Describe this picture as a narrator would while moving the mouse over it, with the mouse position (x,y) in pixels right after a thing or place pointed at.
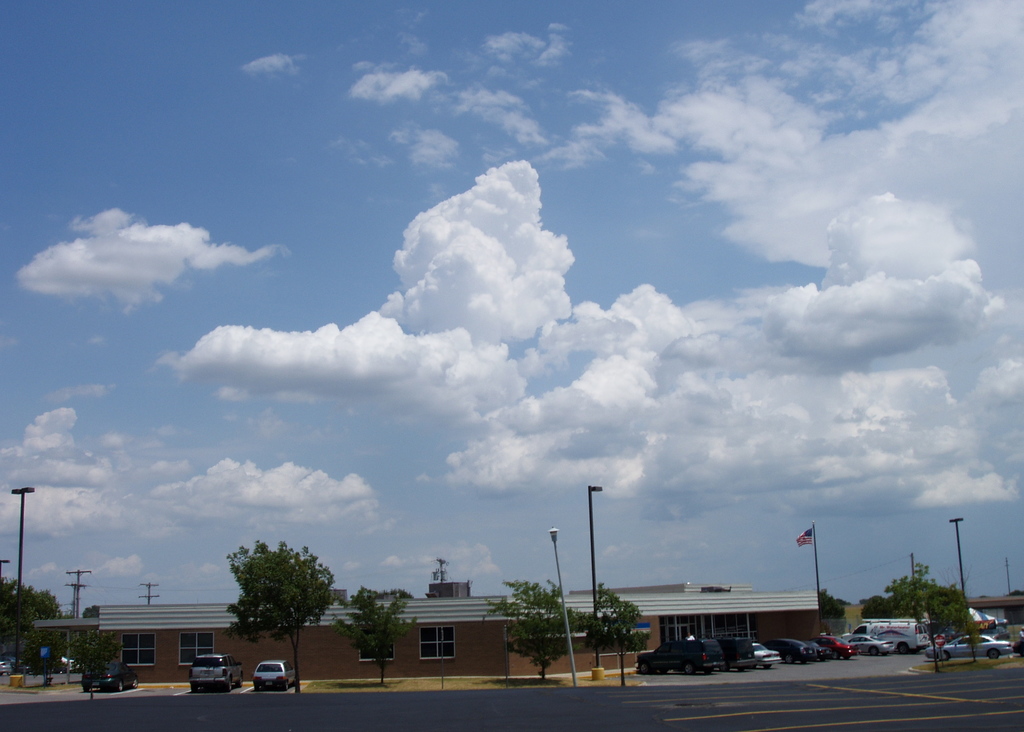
There is a road (581,710). On the side of the road (812,703) there are vehicles (197,677) and trees (515,641). Also there is a building (403,615) with windows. Near to that there are many vehicles (866,640) parked. And there is a flag (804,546) with a pole (817,558). There are electric poles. In the background (385,244) there is sky (669,265) with clouds (494,317).
